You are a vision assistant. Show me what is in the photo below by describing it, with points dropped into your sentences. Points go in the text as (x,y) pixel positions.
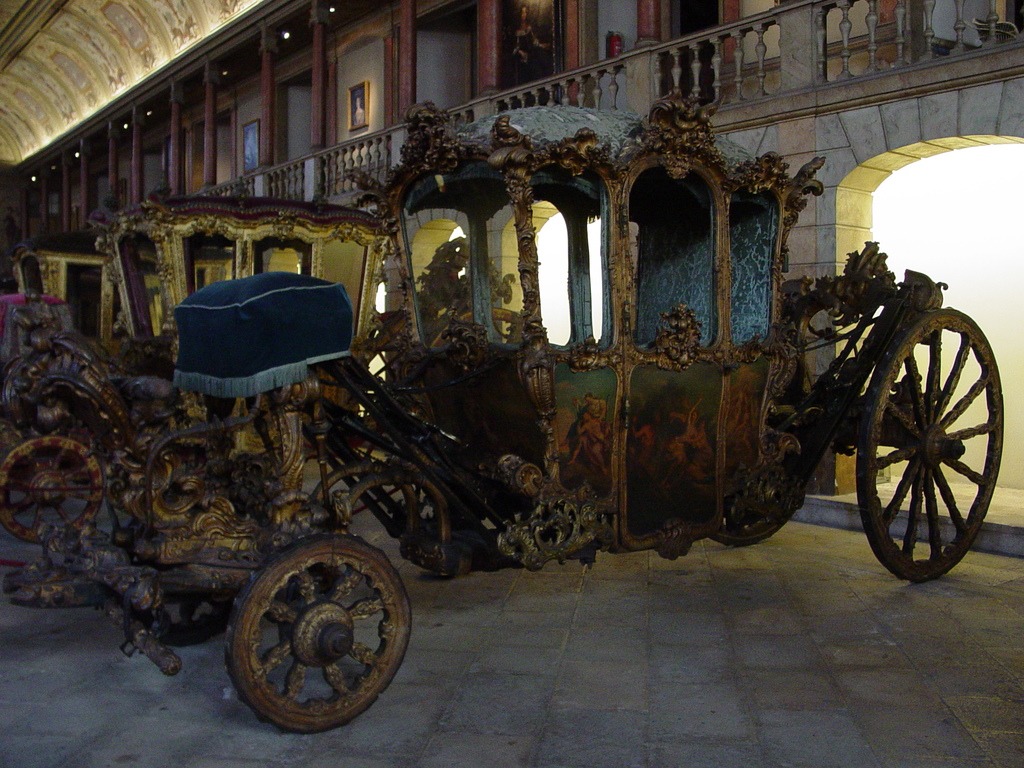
The image is taken inside the hall (973,105). In the center of the image (506,419) there are carts (309,455). On the right (779,81) we can see pillars (323,15). At the top (287,38) there are lights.
